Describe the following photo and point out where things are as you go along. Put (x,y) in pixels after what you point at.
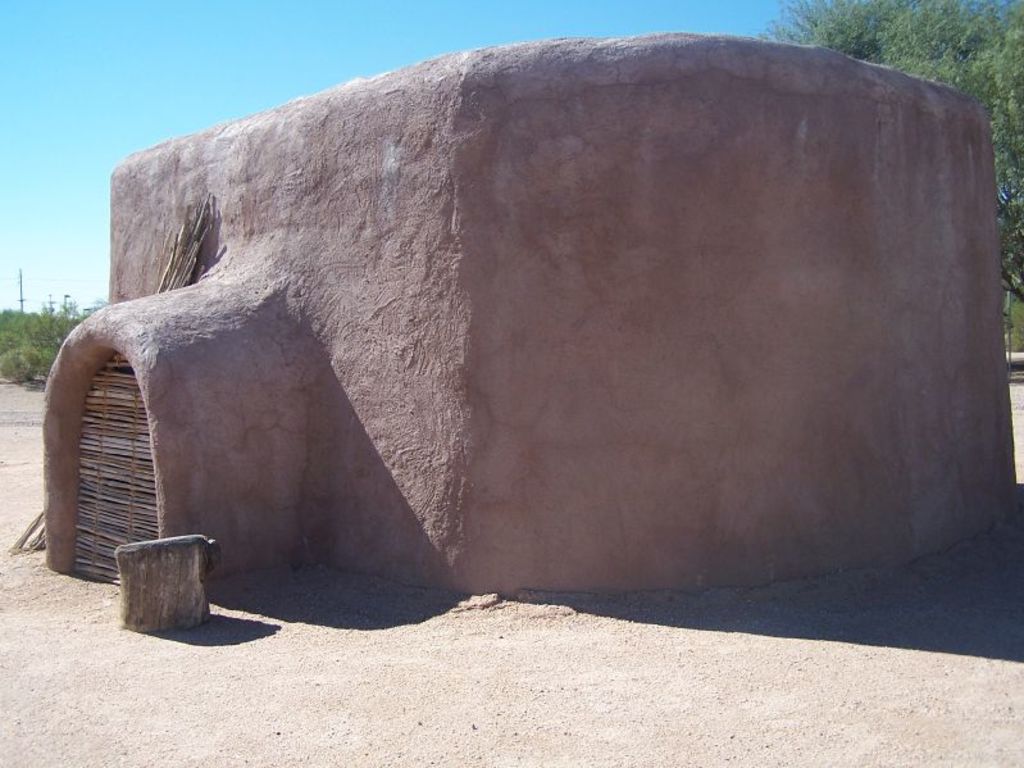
In this image in the center (441,272) there is one house (361,293), at the bottom (357,656) there is sand (933,671) and in the background (898,54) there are some trees (842,39) and sky (17,210).
